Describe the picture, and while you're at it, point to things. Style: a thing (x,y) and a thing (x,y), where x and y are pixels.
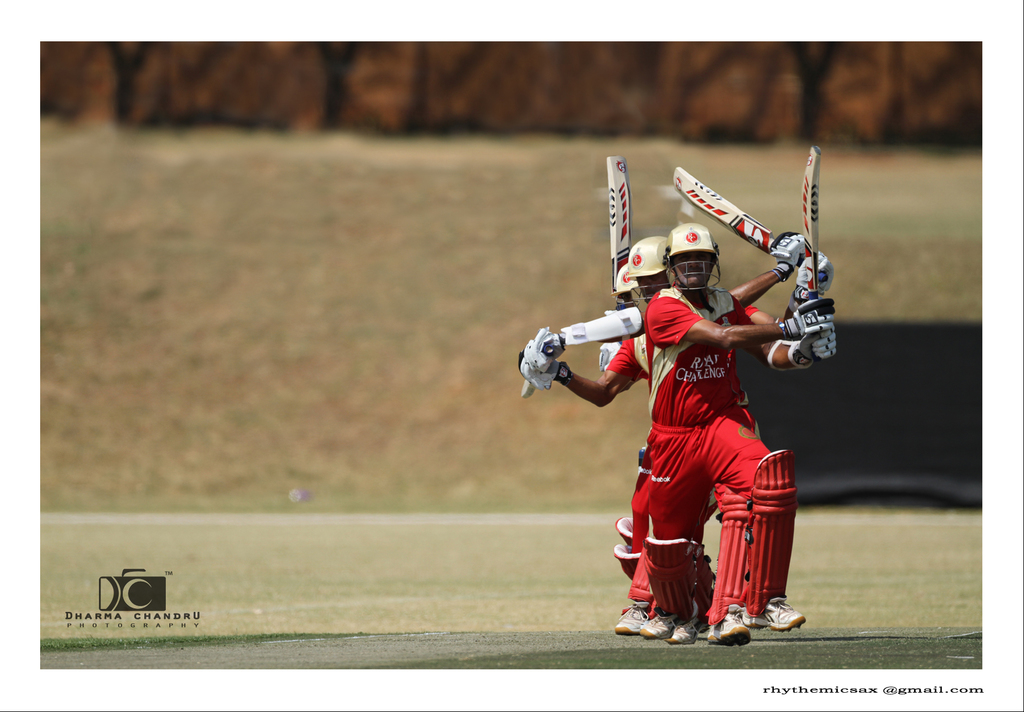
In this picture we can see the players (728,335) were standing on the ground (964,665) and everyone is wearing the same dress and holding the bat (623,179). In the background (388,102) we can see the walls (671,108). In the bottom left corner (133,599) there is a watermark (144,612).
